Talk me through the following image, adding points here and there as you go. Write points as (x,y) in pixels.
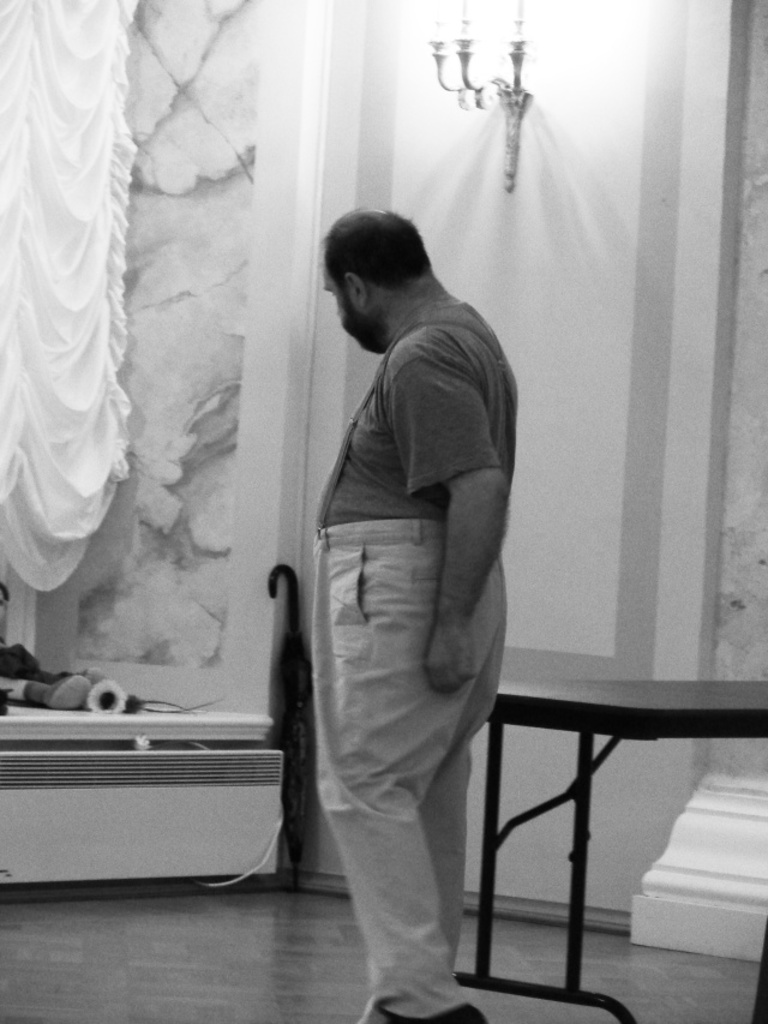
In this image we can see a man (448,653). There is a lamp (465,20) on the wall (673,657) in the image. There is a table (644,719) and curtain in the image. There are some objects (98,702) are placed on the ledge (123,736).
